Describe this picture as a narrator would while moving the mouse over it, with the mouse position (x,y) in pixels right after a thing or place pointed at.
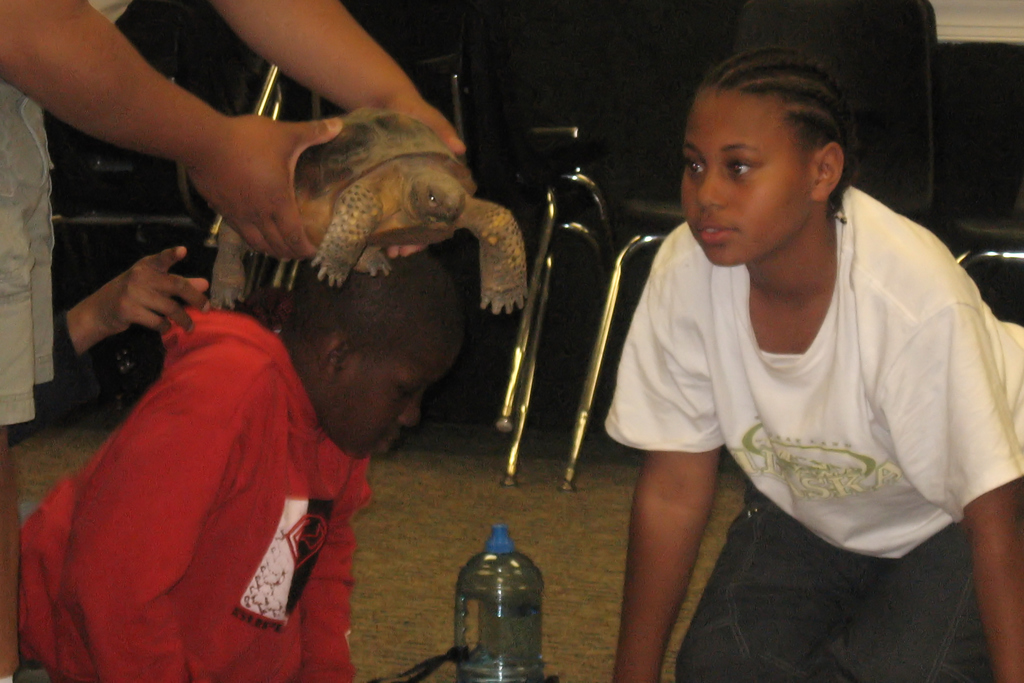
There are two kids (281,455) in this picture and to one of the kid (283,476) a guy (72,109) is keeping a tortoise (369,148) on the head (393,288) of the kid (405,284). In the background (556,119) there are few unoccupied chairs (450,71).
